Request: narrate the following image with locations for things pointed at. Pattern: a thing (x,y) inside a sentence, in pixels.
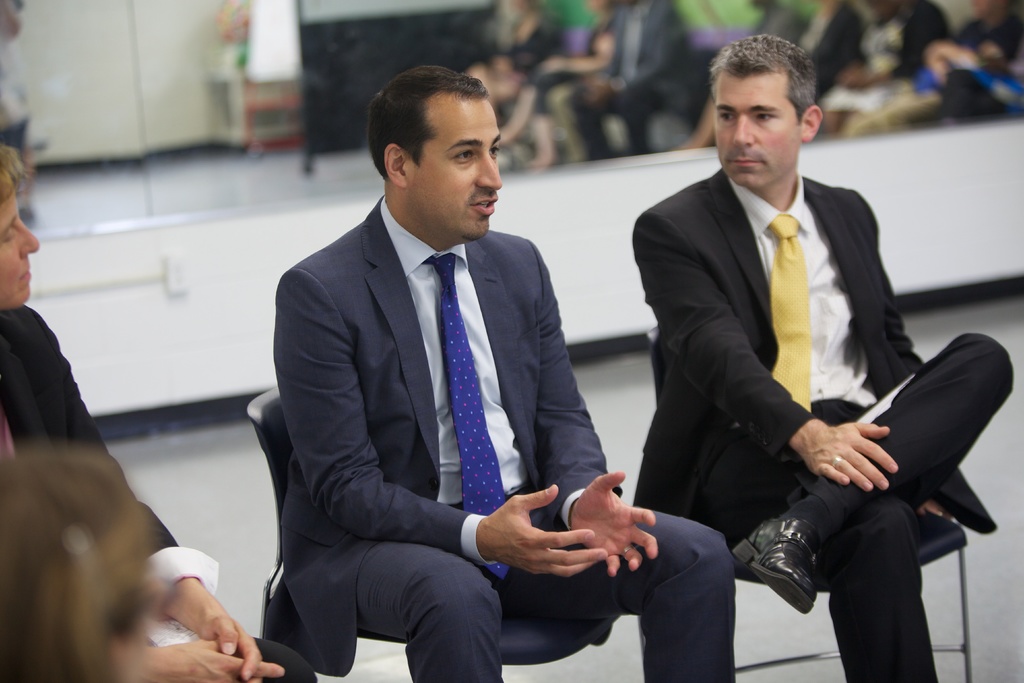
In this image we can see few persons (539,490) are sitting on the chairs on the floor (836,664). In the background (352,142) we can see reflections (524,157) of few persons (9,29) and objects (357,41) in the mirror (56,116) on the wall (588,307).
